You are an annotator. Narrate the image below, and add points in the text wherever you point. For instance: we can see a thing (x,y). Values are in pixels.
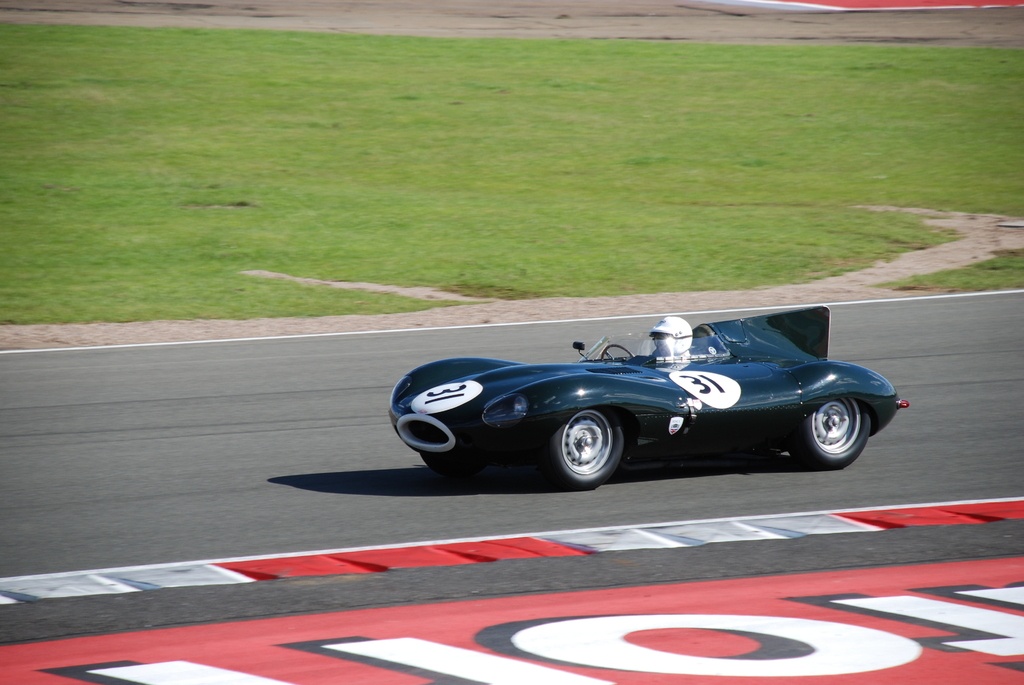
As we can see there is a grass (590,158), a man (658,326) sitting on green color car (652,392) and the car (467,416) is on road (192,450).
